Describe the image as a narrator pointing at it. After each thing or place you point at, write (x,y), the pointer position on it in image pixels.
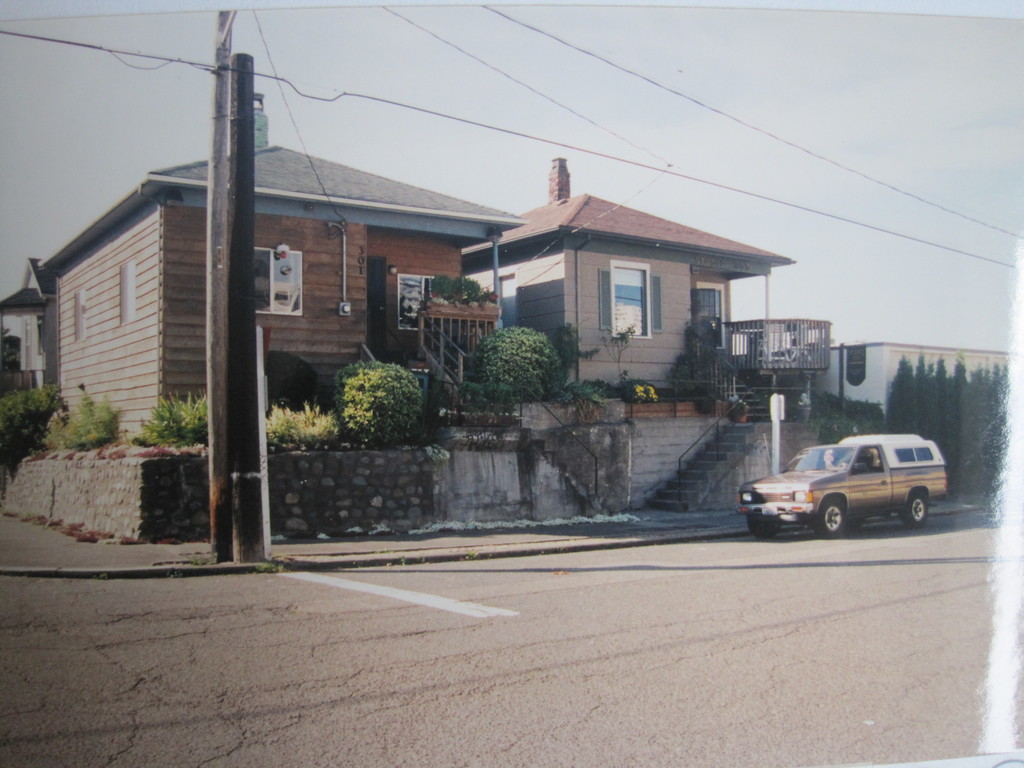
In this picture there are houses (660,250) in the center of the image (392,299) and there are plants (520,354) in front of the houses (669,368) and there are poles (214,495) on the left side of the image (228,495), there is a car (757,535) on the right side of the image (831,531).
